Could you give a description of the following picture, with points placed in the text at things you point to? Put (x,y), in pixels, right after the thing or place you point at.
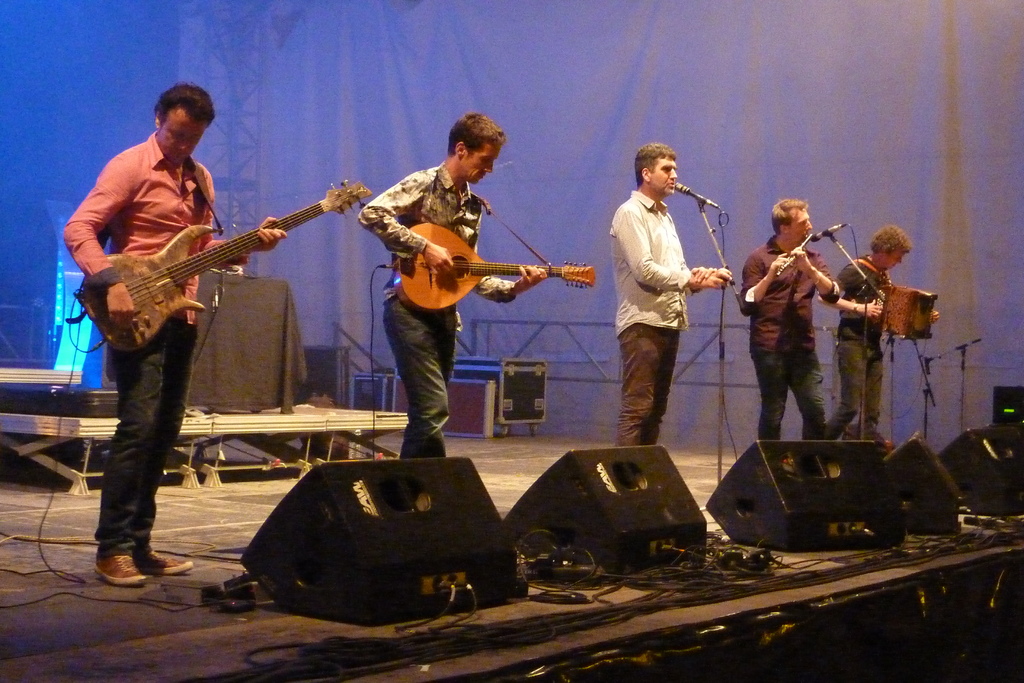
In this image I can see four people (450,309) playing the musical instruments (502,268) and one person (662,263) is standing in front of the mic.
